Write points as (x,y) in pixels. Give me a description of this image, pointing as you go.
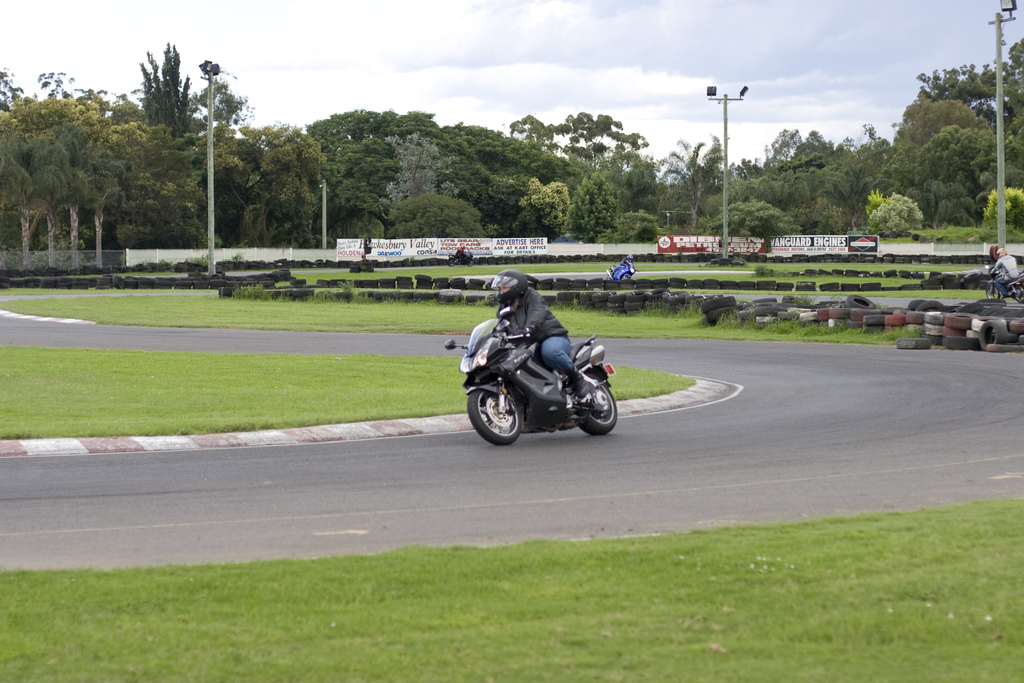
In the picture we can see some racing roads (761,362) and a person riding a bike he is in a jacket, and helmet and we can also see some part of grass surface (92,404) besides the roads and tire railings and behind it, we can see some poles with lights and in the background (922,159) we can see many trees (922,159) and the sky (96,31) with clouds (784,102).
